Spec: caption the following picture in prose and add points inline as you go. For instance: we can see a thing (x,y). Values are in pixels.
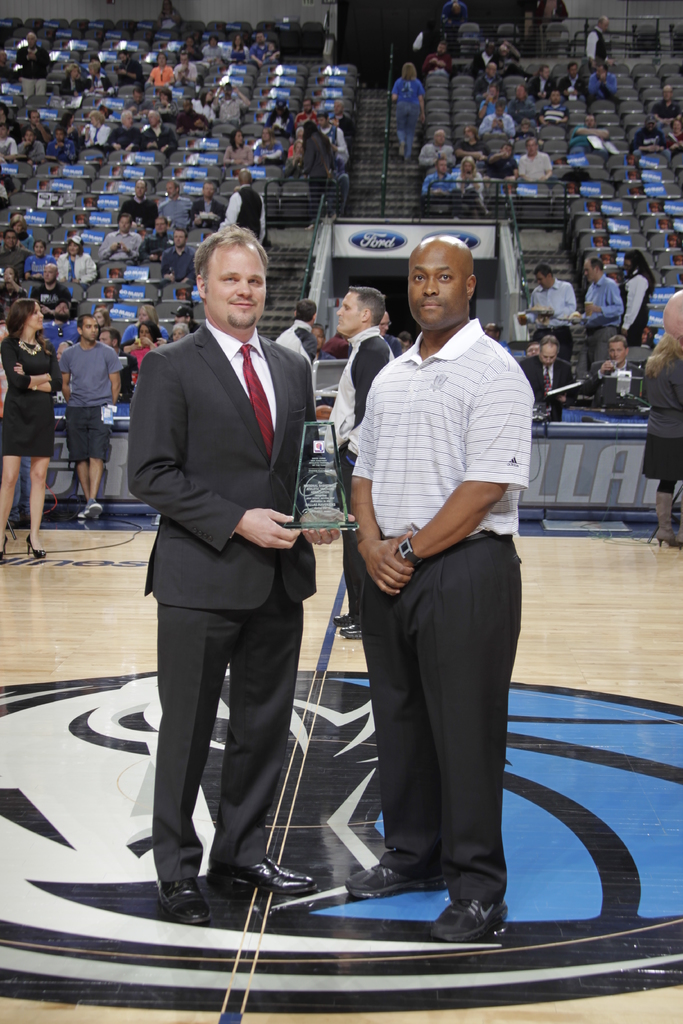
In this image there are people (477,455) standing on a floor (535,626) and one man (237,598) is holding an award (327,494) in his hand (261,536), in the background (553,113) there are people (481,132) sitting on chairs (218,173).
